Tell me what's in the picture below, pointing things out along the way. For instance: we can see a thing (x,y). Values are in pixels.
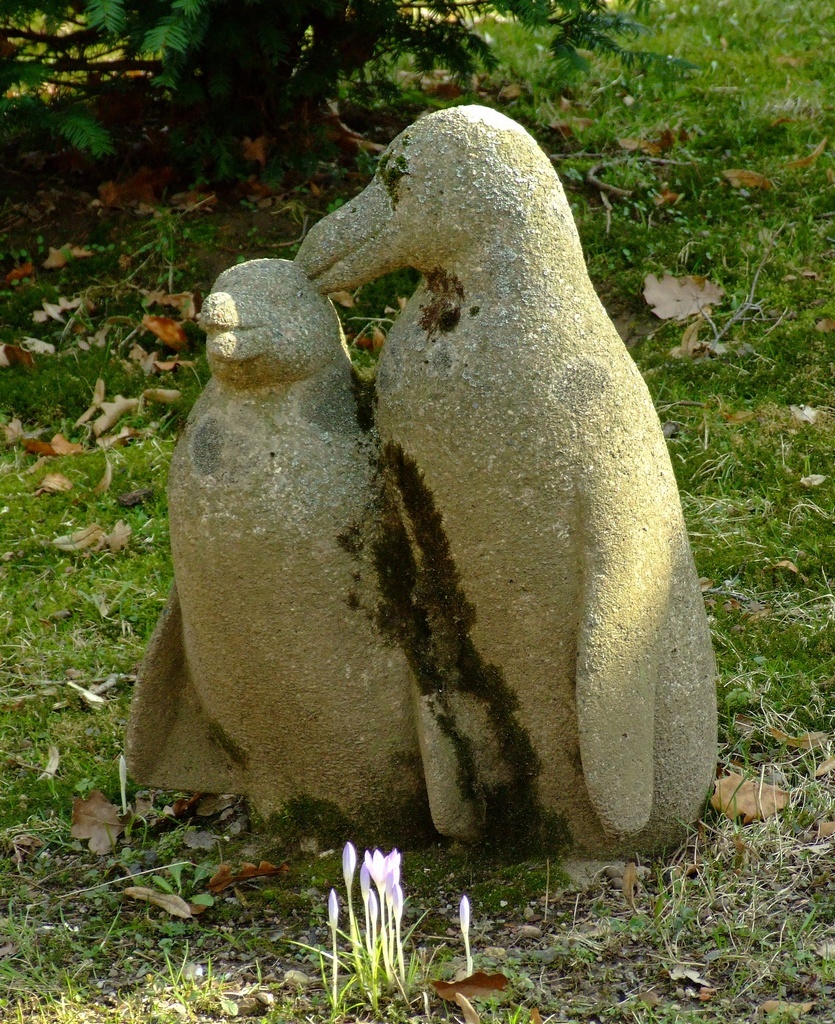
In this picture we can see there is a sculpture (342,507), grass (177,441), flowers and a tree (146,79).
